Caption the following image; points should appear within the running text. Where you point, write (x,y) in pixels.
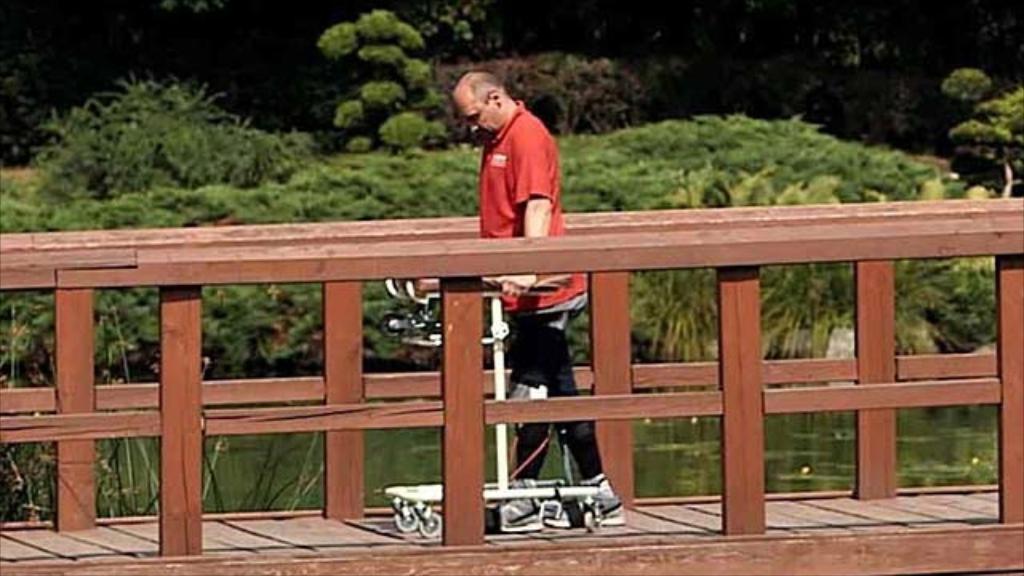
In this image I can see a man (507,120) wearing a red color t-shirt (507,190) and walking on the bridge (670,532) towards the left side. He is holding a vehicle (497,438) in the hands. In the background (710,448), I can see river (801,448) and many trees (302,82).
